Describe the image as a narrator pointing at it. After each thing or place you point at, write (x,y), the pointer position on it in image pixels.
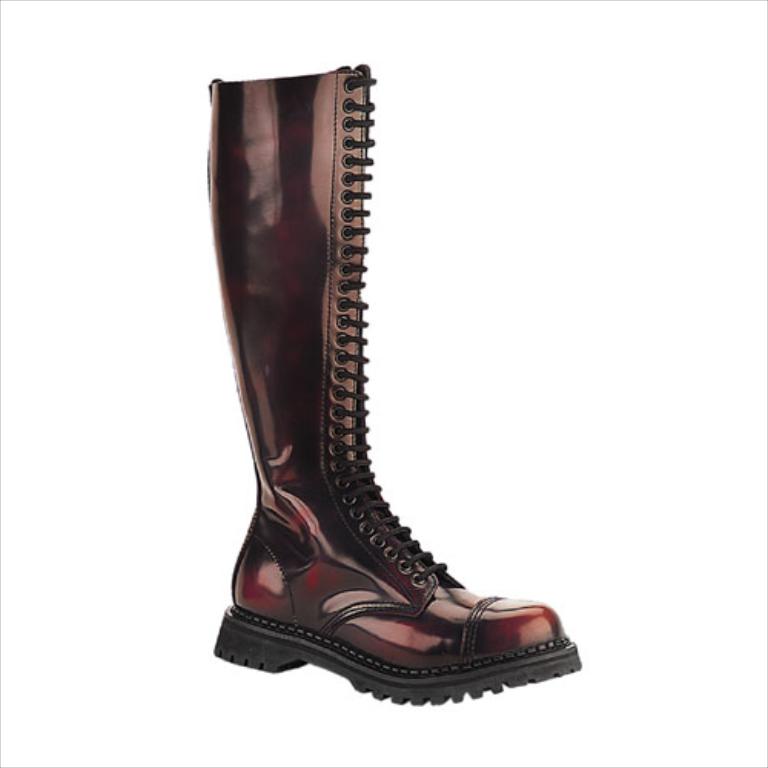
In this picture, it seems like lace-up boot (362,400) in the foreground (338,230).
